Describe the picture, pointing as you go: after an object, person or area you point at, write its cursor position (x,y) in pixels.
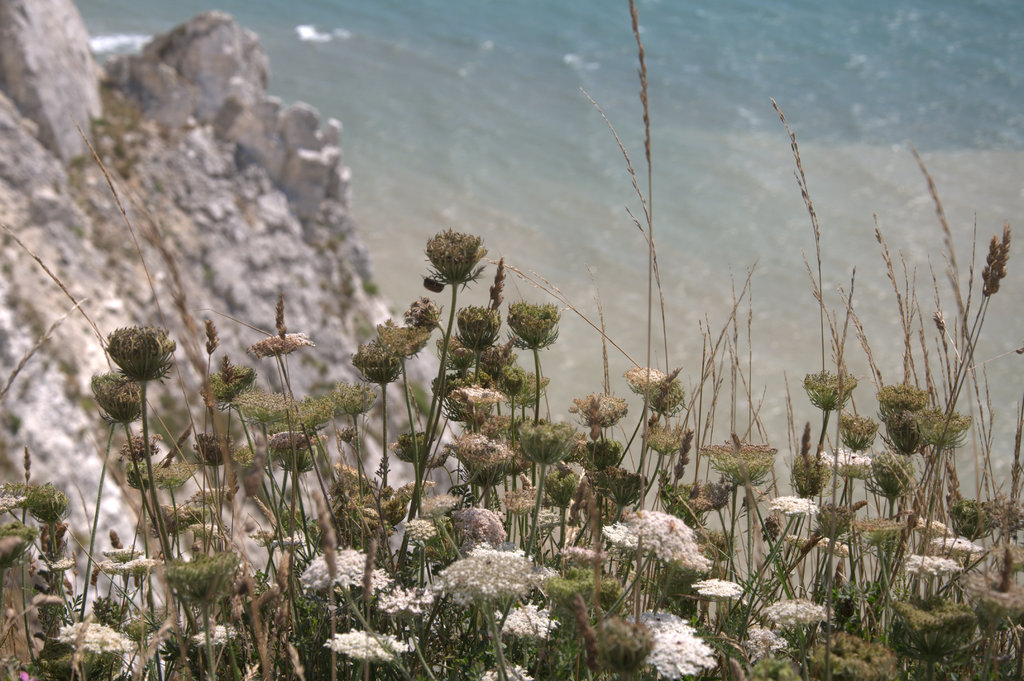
At the bottom of this image (265,605) I can see some plants (479,637) along with the flowers (384,574) which are in white color. On the left side (263,219) there is a rock (262,236). On the top of the image (595,119) I can see the water (583,98).
